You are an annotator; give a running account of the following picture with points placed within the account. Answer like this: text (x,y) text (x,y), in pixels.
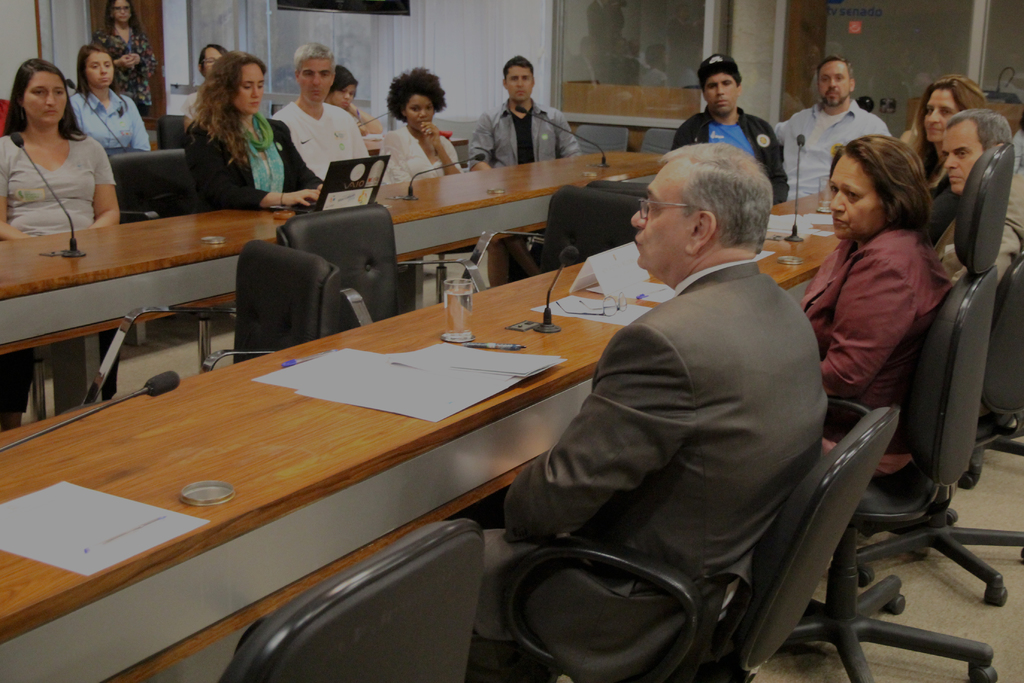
Here we can see a group of persons (719,336) are sitting on the chair (386,299), and in front (415,358) here is the table (383,352) and papers (469,362) glasses (470,287) and microphone (565,250), and some objects (586,285) on it.
